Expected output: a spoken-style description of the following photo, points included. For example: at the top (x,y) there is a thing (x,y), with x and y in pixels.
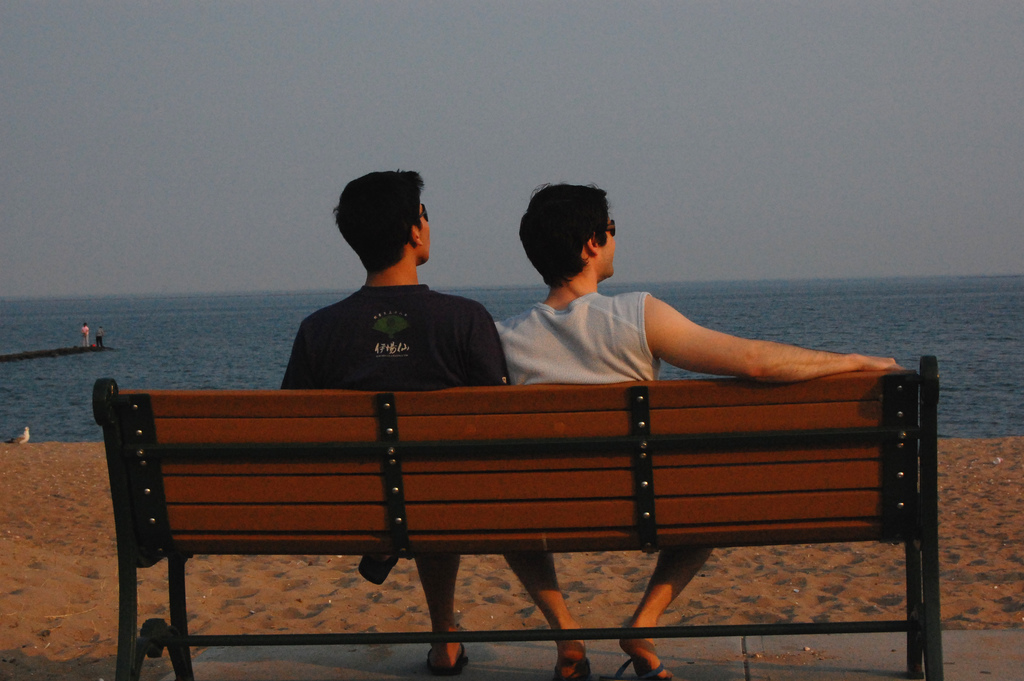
In this image I can see two men (704,354) are sitting on a bench (360,422). Here I can see few more people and water (903,318).
